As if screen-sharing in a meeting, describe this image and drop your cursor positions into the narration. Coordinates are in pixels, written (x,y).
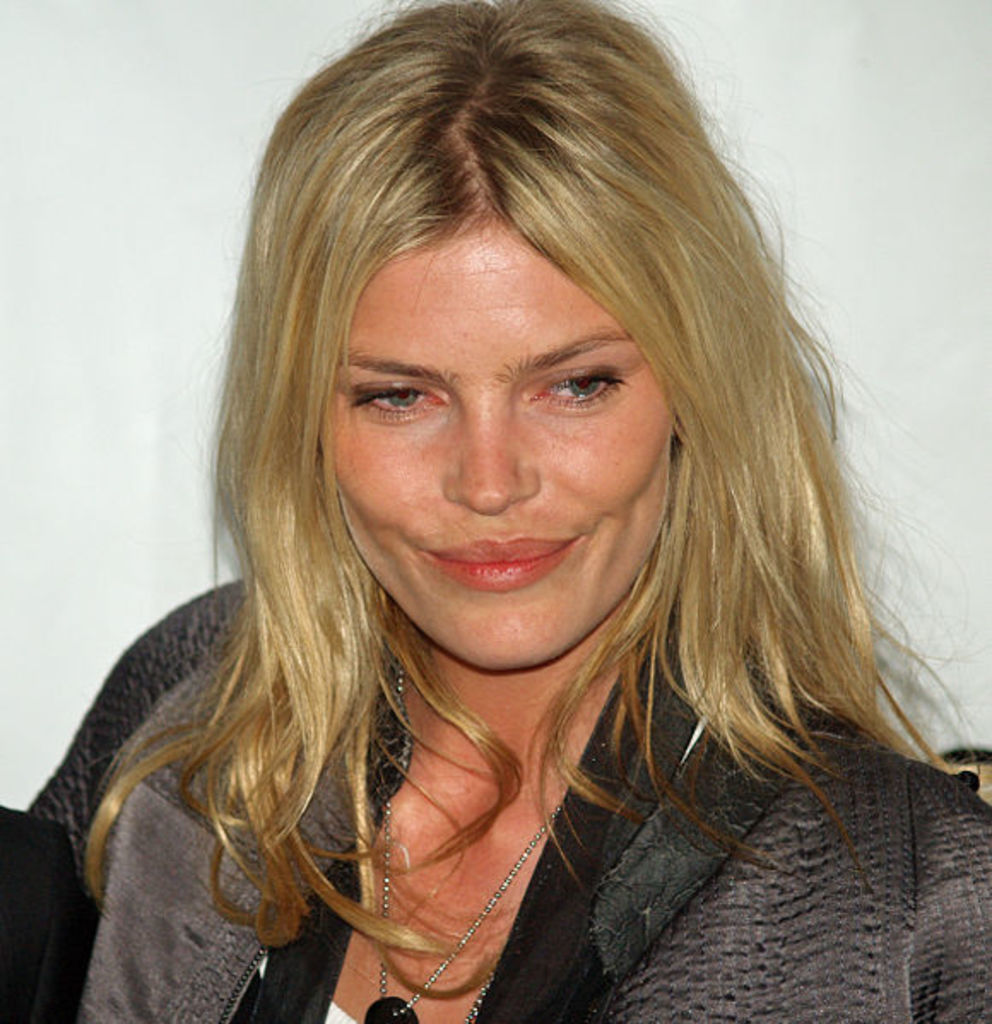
There is a lady (382,583) wearing a chain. In the background (198,192) there is a white wall (914,249).
